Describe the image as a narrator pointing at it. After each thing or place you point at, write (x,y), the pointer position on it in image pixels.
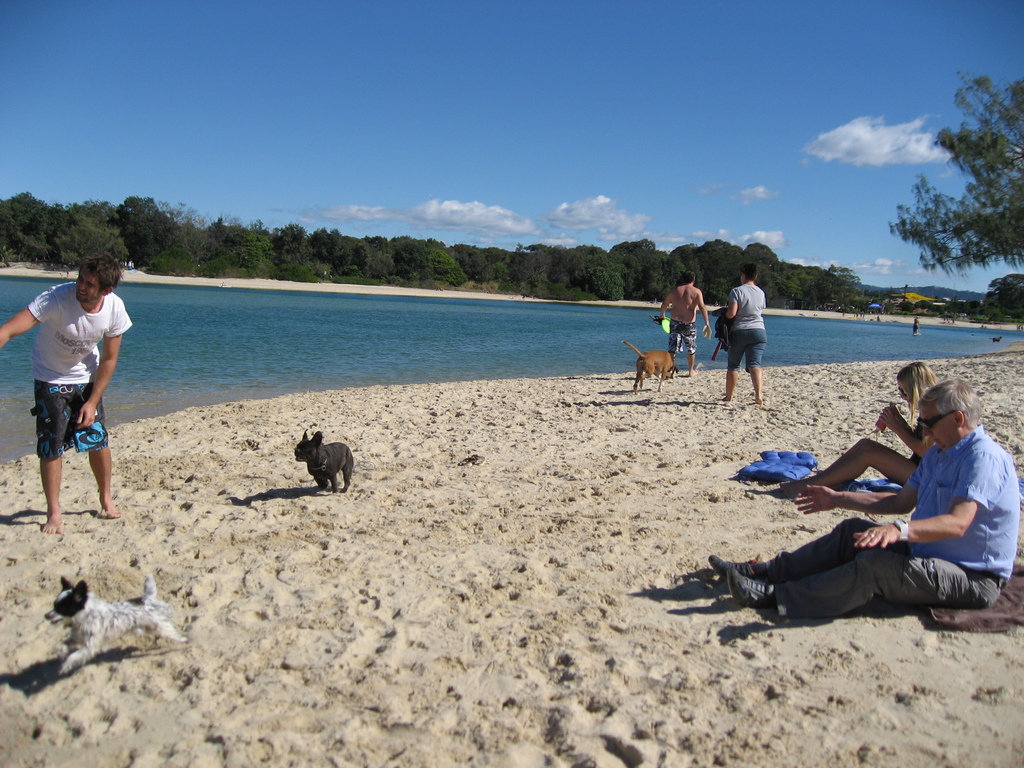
There is a sea shore (432,531). On that there are dogs (328,475), some people (673,300) are sitting, standing and walking. In the back (347,328) there is water (444,328), trees (716,251) and sky (682,132) with clouds (879,160).
